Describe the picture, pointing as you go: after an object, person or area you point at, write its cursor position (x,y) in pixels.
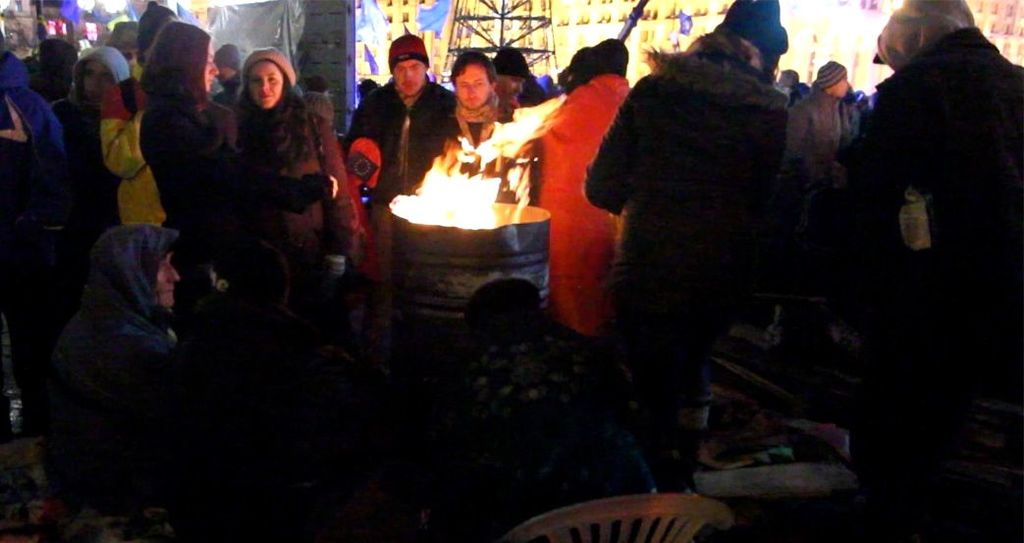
In this image I can see few persons (286,262) are sitting on chairs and few persons (301,161) are standing. I can see a drum (462,302) in between them in which I can see the fire (480,204). In the background (505,22) I can see few other objects (540,36).
